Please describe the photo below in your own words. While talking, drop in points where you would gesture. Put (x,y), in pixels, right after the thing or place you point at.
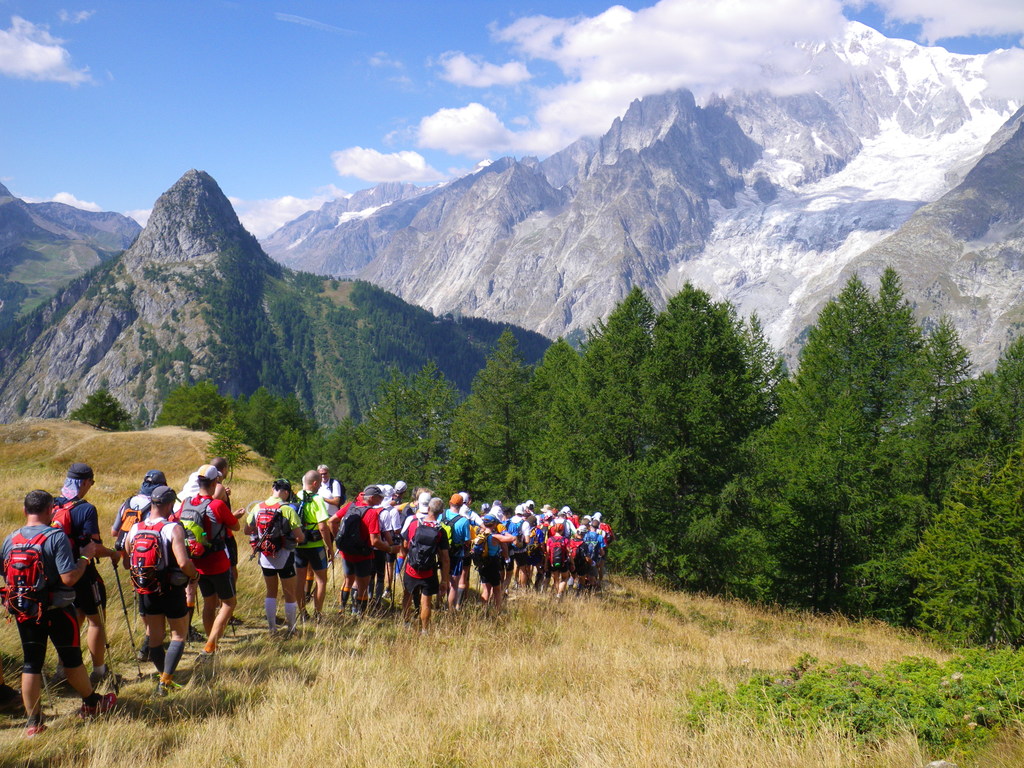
In this picture we can see mountain (487,160), sky (452,104) with clouds (578,31), trees (673,336), grass (232,686) and a group of people (298,525) wore cap (153,473), bags (158,525) holding stick (115,578) in their hand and walking.
